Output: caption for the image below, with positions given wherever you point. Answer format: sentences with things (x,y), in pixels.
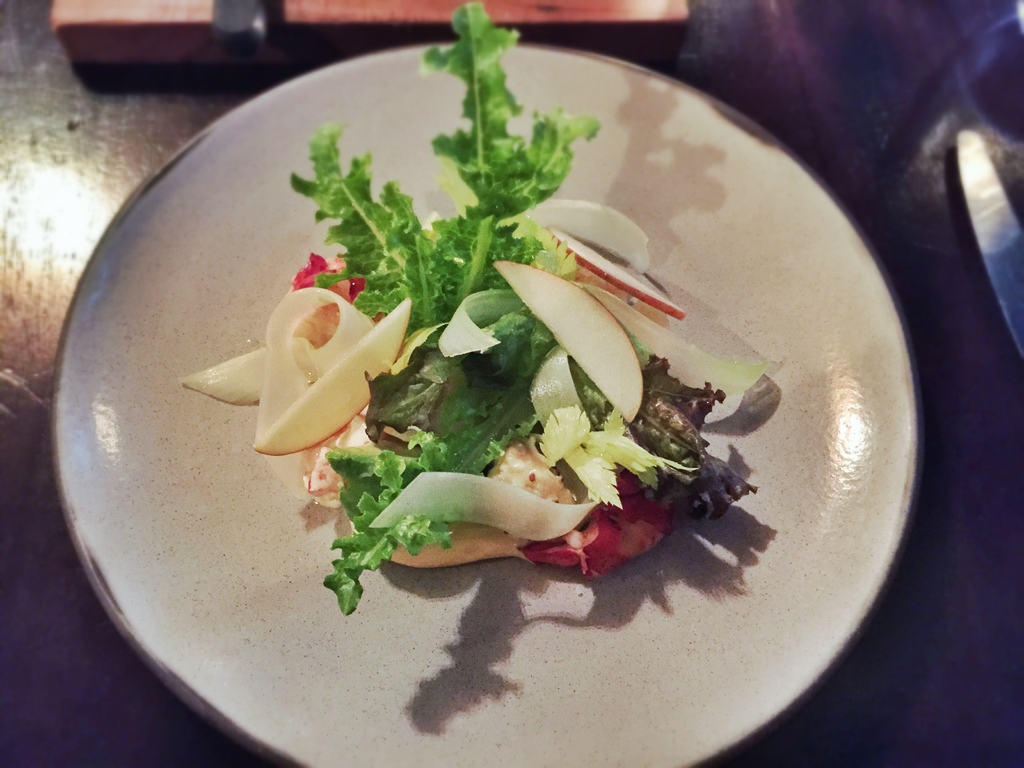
This picture shows salad (508,440) in the plate (542,647). We see leaves (643,445) and fruits (353,413).
